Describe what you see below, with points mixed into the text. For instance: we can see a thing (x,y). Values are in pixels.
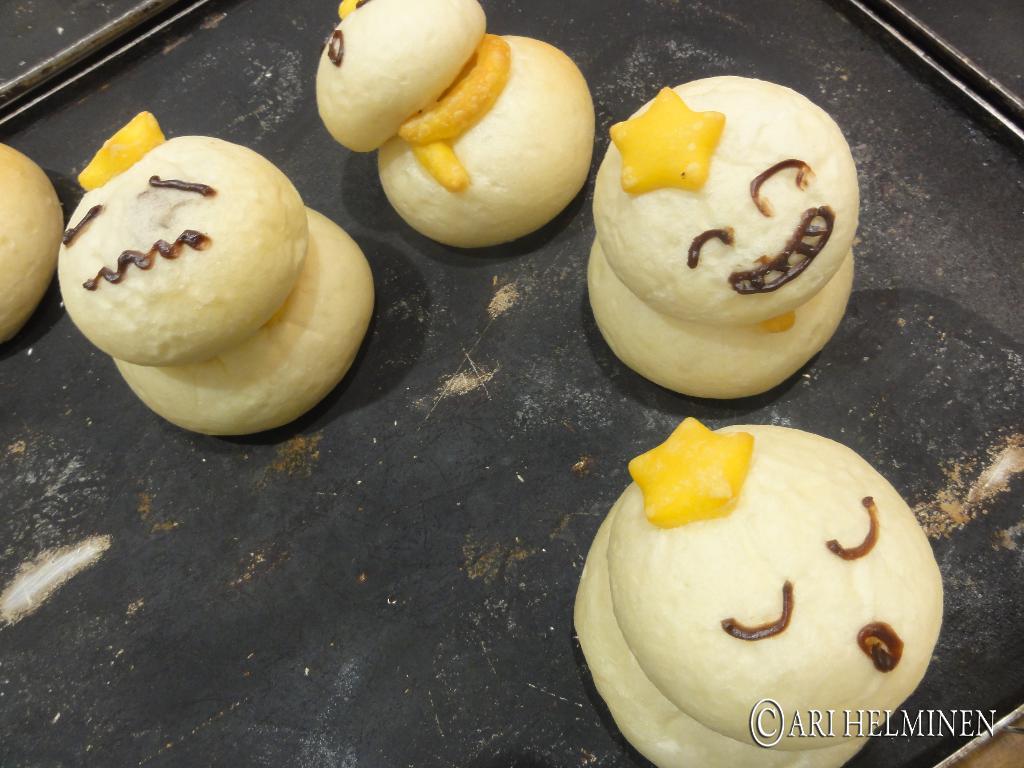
In this picture we can see a tray (1000,185), there is some food (699,188) present in this tray (456,272), we can see some text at the right bottom (860,715).
